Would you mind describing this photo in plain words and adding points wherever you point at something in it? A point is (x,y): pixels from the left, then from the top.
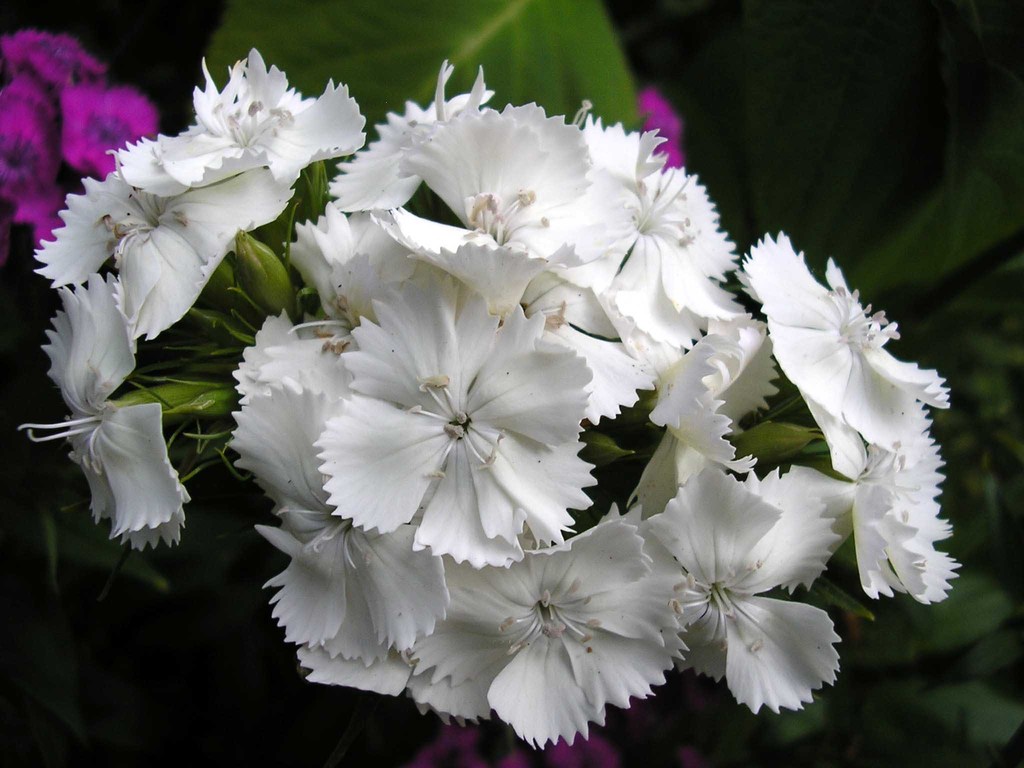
In this image in the front (224,152) there are flowers (159,264).
